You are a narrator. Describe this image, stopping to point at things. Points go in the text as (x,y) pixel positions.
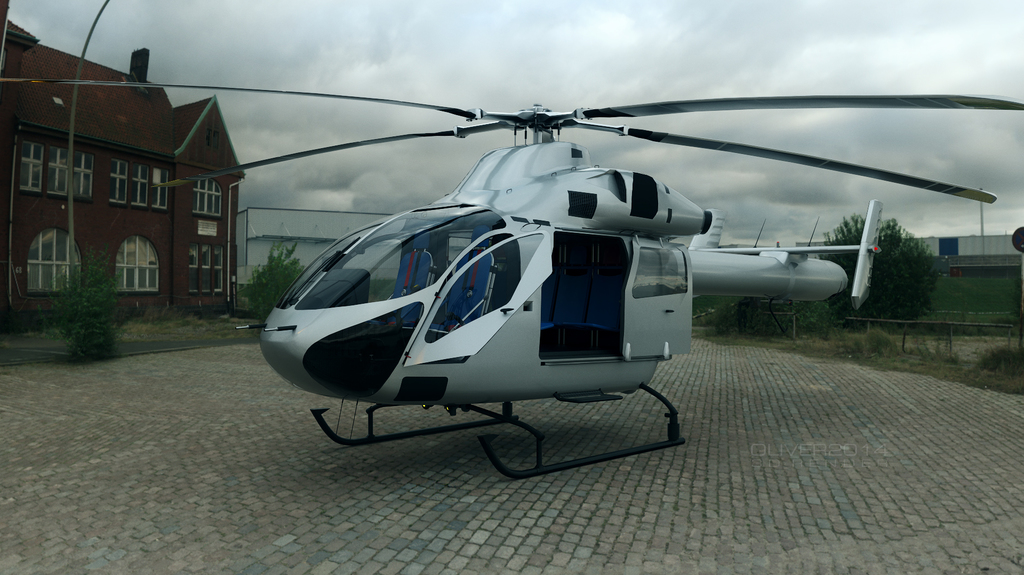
In this image I can see a helicopter (500,283) which is white, black and blue in color on the ground (408,495). In the background (118,258) I can see few buildings (306,212), few trees (915,299) and the sky (641,103).
